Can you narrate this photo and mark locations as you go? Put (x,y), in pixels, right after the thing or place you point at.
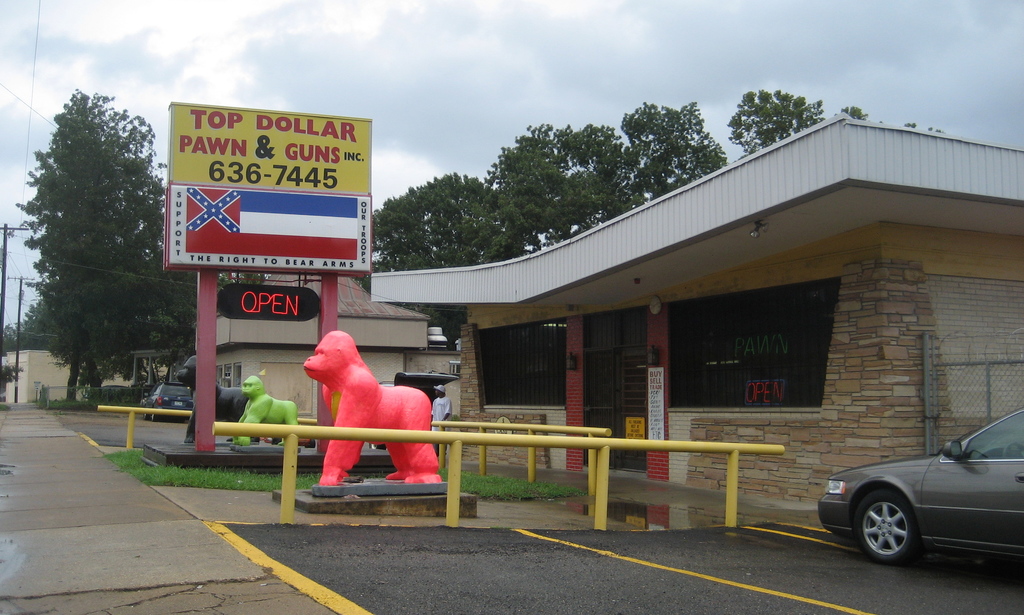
In this image we can see a few buildings (447,303), there are some vehicles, trees (160,362), sculptures (257,413), poles (291,523), windows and doors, also we can see a person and a board (305,215) with some text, in the background (308,38) we can see the sky (332,38) with clouds (358,38).
